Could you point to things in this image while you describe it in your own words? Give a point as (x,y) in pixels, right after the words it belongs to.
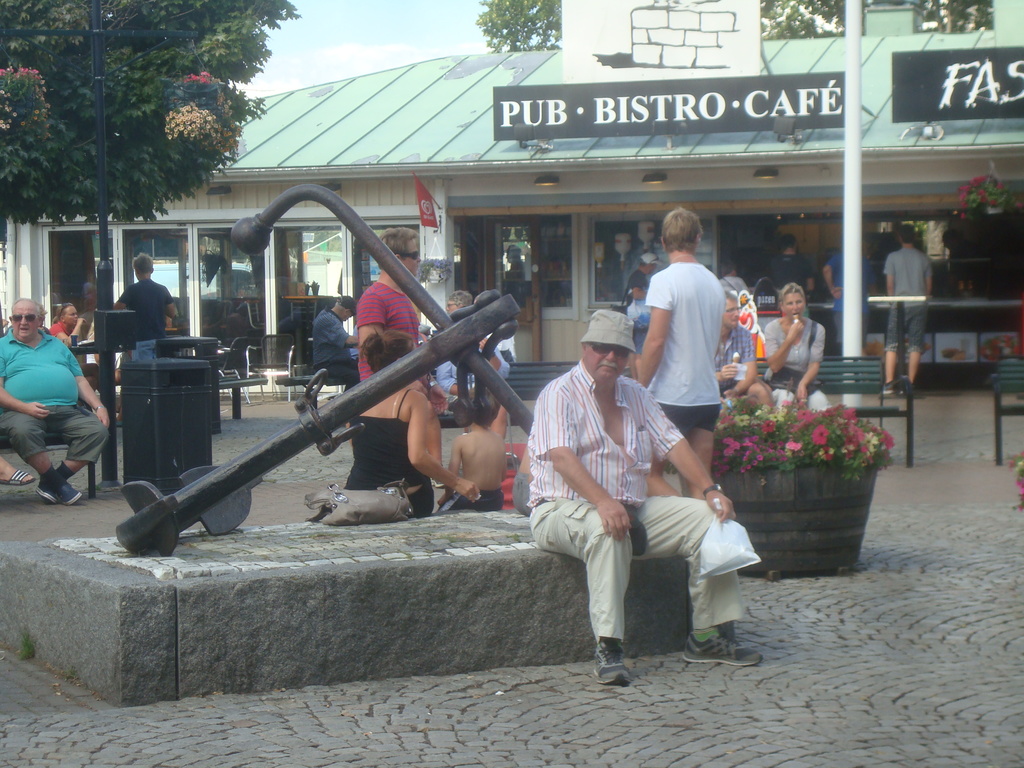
In the center of the image (553,400) there is a person (614,565) sitting wearing a hat (614,318). There are many persons (42,428) in the image. In the background of the image (603,263) there is a store (243,297). There are trees (205,50). At the bottom of the image (538,679) there is road (825,742).
